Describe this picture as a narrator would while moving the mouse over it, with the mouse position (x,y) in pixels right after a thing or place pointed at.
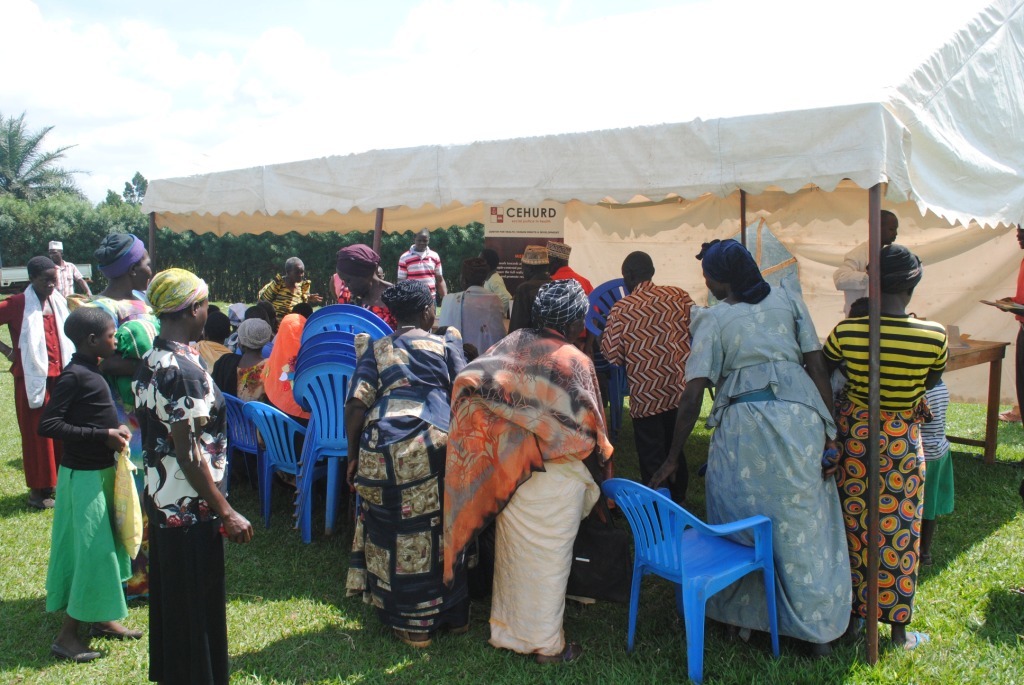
In this picture there are many people (283,323) standing and sitting. There is a tent (464,157) in the image. There are many chairs (671,542), tables (983,345) and a board (524,221). In the background (365,31) there is sky (348,24) and trees (42,194). There is grass (340,624) on the ground (323,624).
